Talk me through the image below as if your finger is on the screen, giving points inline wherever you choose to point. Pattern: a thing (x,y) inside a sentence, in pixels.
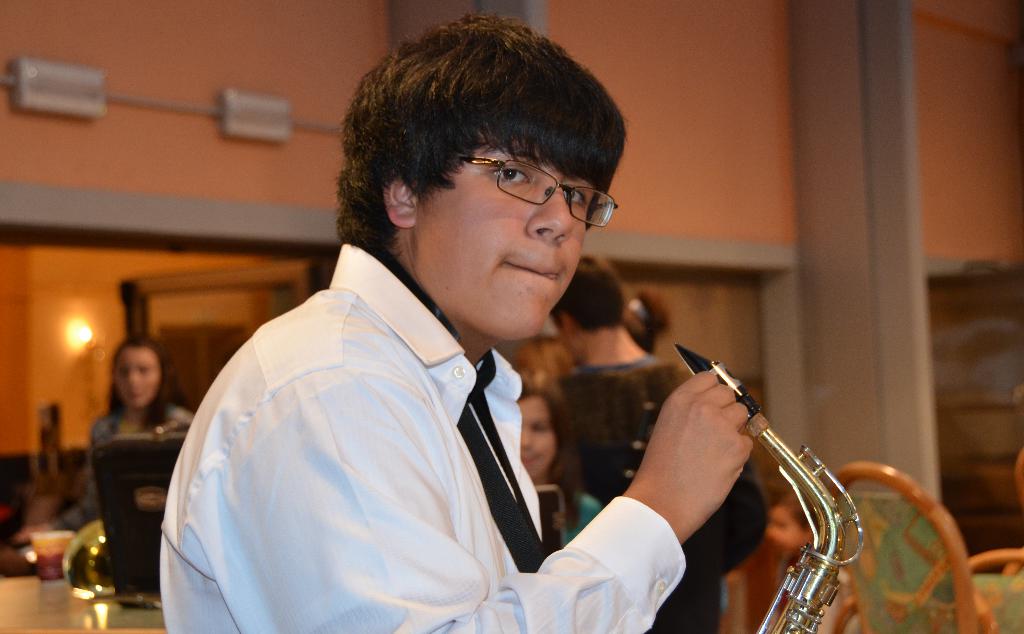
In the middle of the image (479,379) there is a man (364,518) with white shirt (431,381) is holding a musical instrument (811,571) in his hand (707,374). To the right bottom of the image (893,533) there are chairs (1016,587). And behind him there are few people (591,396). And to the bottom left of the image (75,617) there is a table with a few items (145,590) on it. And in the background (63,338) there is a wall (153,40) with orange color.
